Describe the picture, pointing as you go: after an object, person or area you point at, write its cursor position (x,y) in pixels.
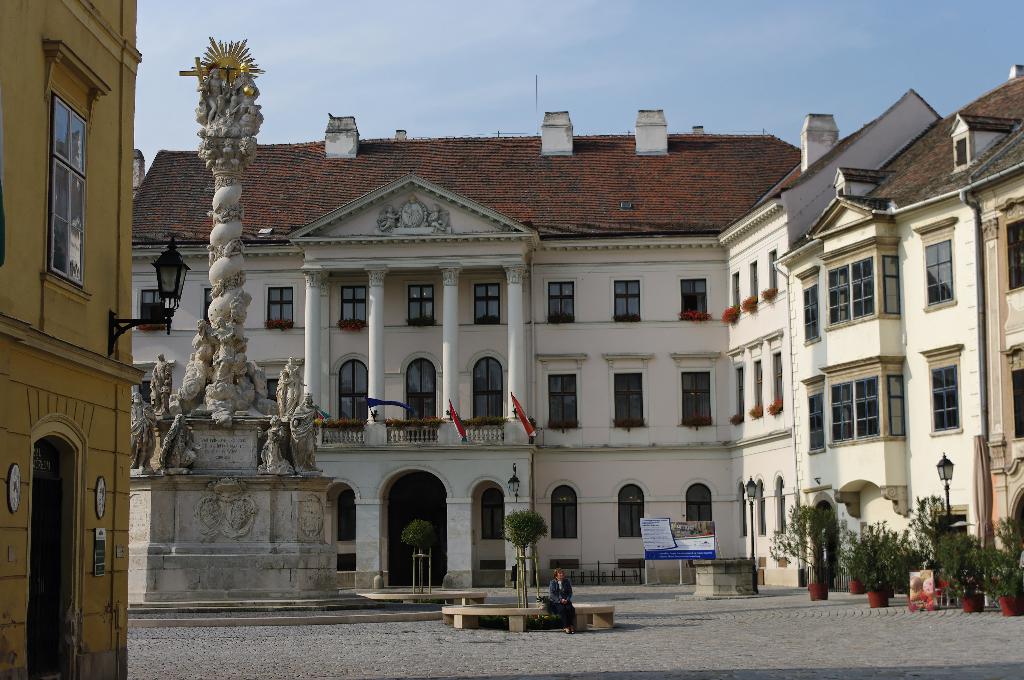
In the picture we can see a palace (268,316) with windows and door (424,491) to it and beside it, we can see another building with windows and near to it, we can see some plants (959,588) and a pole (944,495) with lamp (940,468) and in front of the palace (377,482) we can see a pillared sculpture (197,496) with some arts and in front of it we can see another building (57,328) with window (60,217) and door (36,576) and in the background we can see a sky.
